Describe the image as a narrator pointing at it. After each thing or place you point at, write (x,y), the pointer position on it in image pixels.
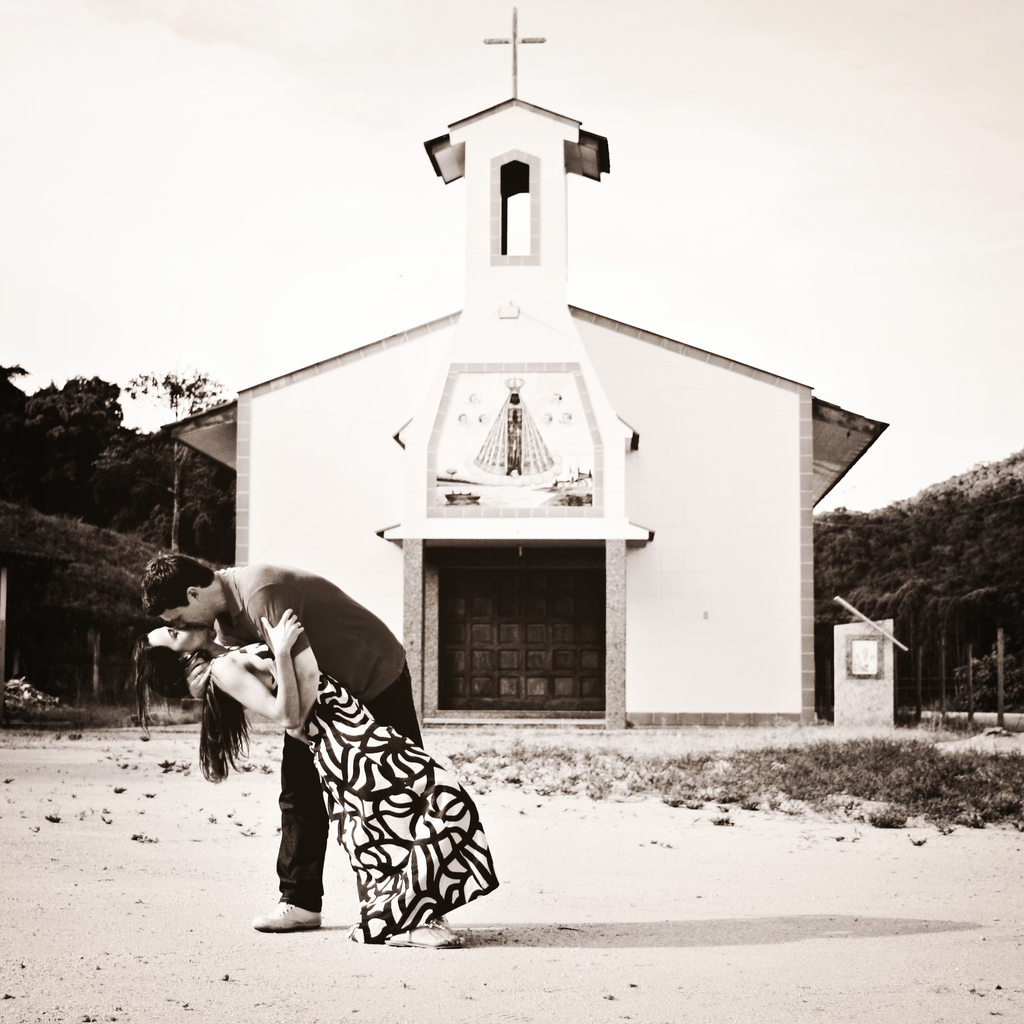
In this image I can see on the left side (209,574) a man (379,642) and woman (324,697) are kissing each other. In the middle (512,392) it is the church (464,509), there are trees (948,555) on either side of this image. At the top (302,146) it is the cloudy sky (284,115).
